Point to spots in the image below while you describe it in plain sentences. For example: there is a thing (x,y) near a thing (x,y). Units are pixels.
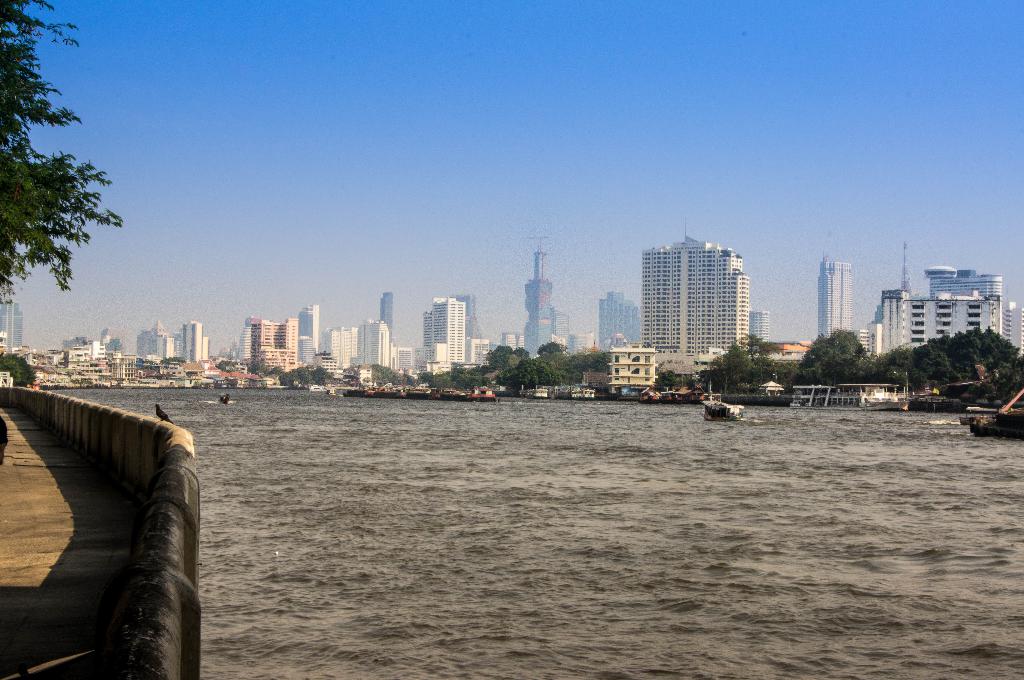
In this picture we can see few boats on the water (548,470), in the background (285,377) we can find few buildings (282,353) and trees (922,363).
